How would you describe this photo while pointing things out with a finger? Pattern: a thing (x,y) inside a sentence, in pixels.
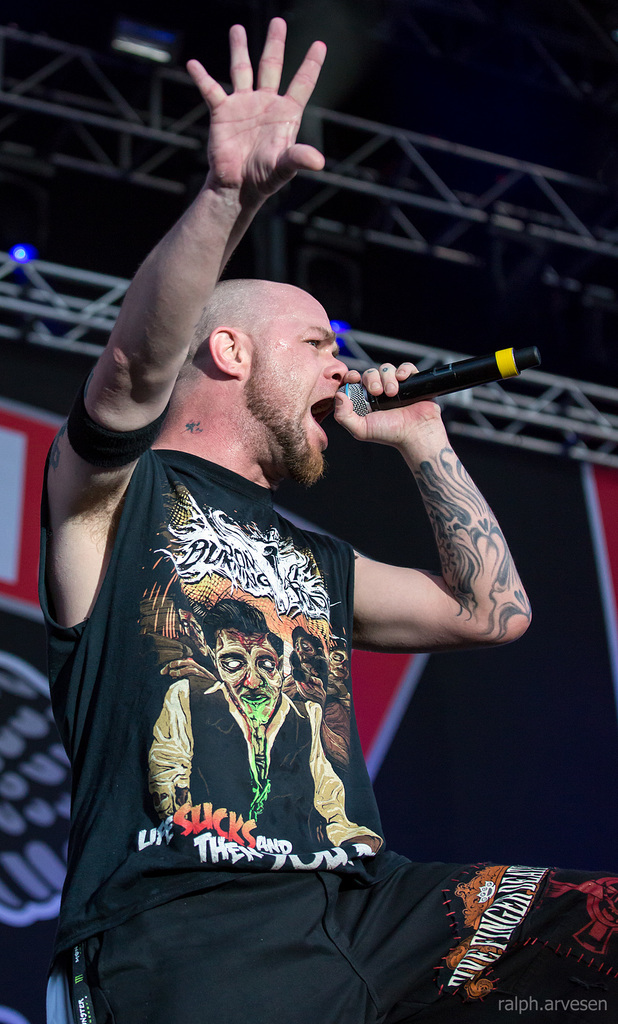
In this picture I can see a man (332,735) singing holding a microphone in his hand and I can see text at the bottom right corner of the picture (543,1014) and I can see dark background (443,336).
